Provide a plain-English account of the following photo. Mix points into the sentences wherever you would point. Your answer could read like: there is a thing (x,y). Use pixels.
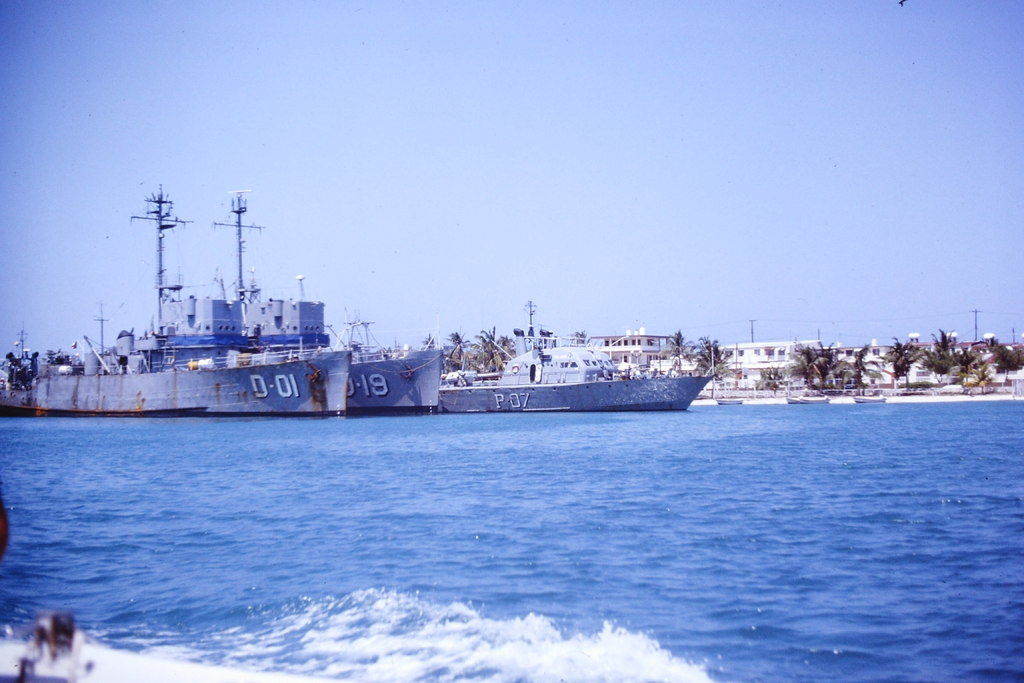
In this picture there is water (372,515) at the bottom side of the image (555,538) and there are ships (91,366) and trees (981,373) in the center of the image (391,409).
